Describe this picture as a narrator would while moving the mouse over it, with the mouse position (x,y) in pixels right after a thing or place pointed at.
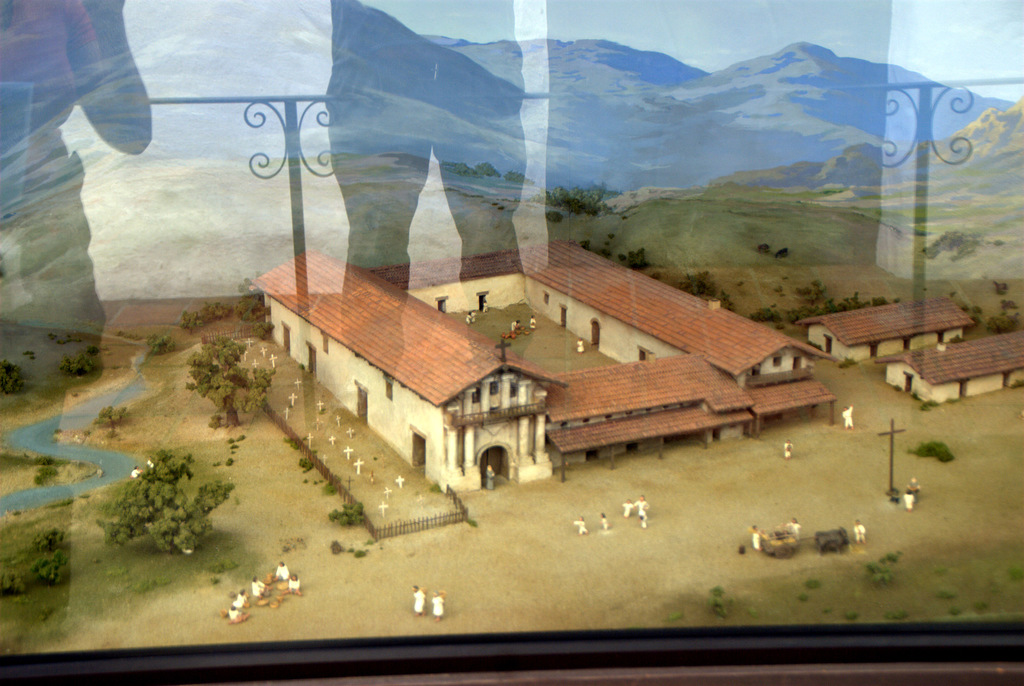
In this picture I can see the photo (954,307). In that I can see the building (782,378), sheds (837,353), persons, animals (828,536), church (413,434) and other objects (524,327). In the background of the picture (483,63) I can see the mountains (558,67). On the left of the picture (104,395) I can see the river (68,486). In the glass reflection (60,48) I can see some people (3,109) were standing near to it.
